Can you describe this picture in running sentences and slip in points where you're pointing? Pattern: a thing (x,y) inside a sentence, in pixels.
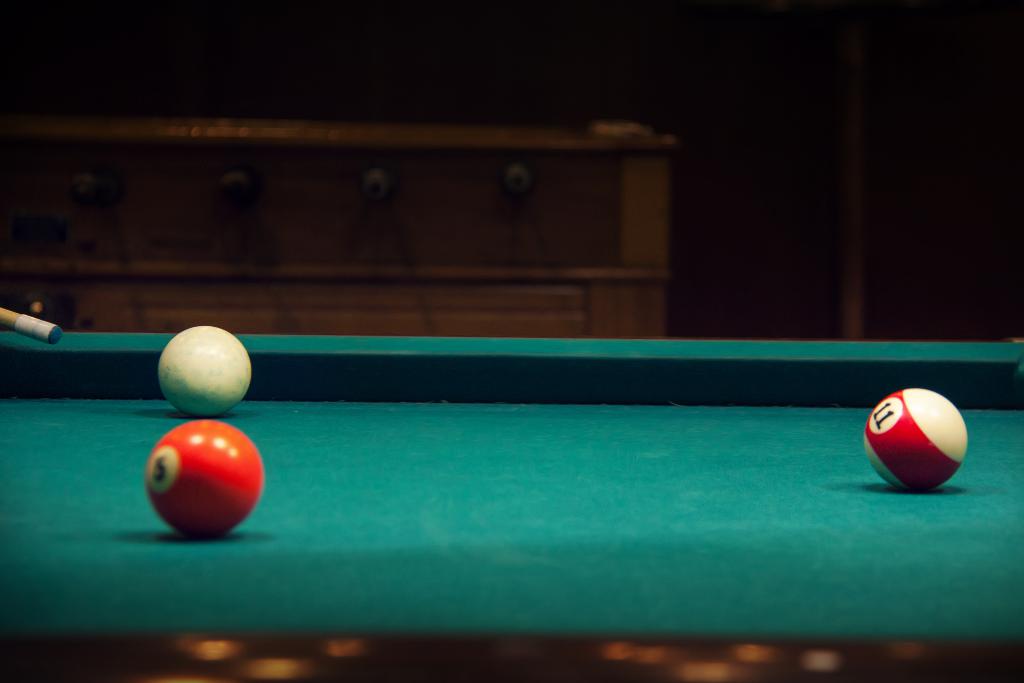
This is a picture where we have a snooker board (413,573), and 3 snooker balls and a snooker stick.
